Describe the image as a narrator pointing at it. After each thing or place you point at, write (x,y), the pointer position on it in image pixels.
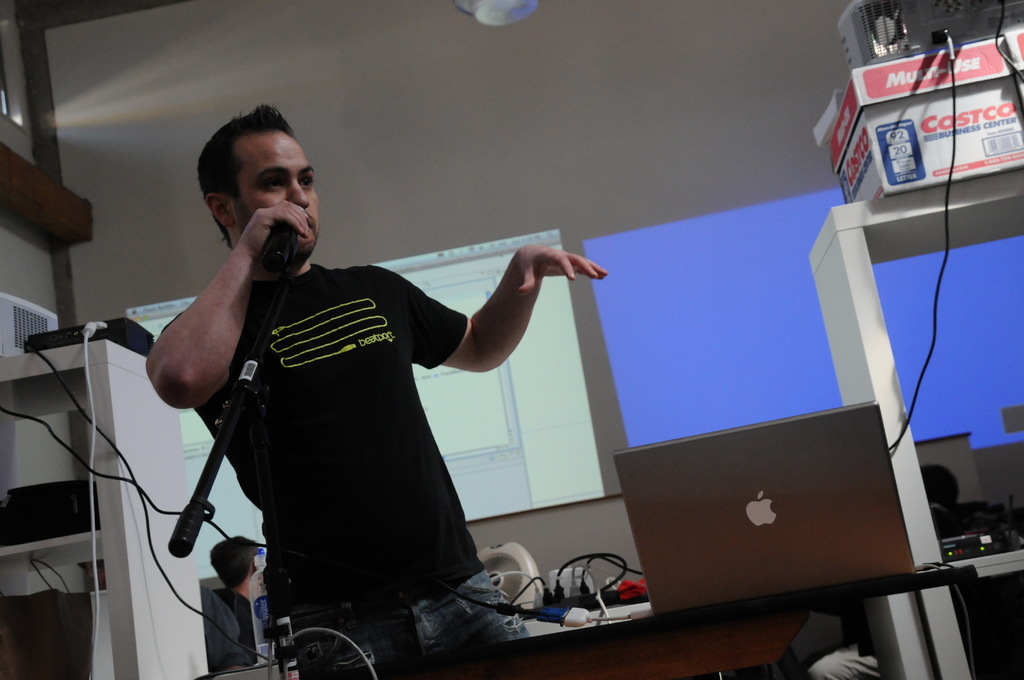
In the foreground of the picture (236,360) we can see cables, person (300,303), mic (283,292), table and some electronic gadgets (773,589). In the background (549,169) we can see wall (543,149), person (211,597), projector screen (648,283) and other objects (915,551).
